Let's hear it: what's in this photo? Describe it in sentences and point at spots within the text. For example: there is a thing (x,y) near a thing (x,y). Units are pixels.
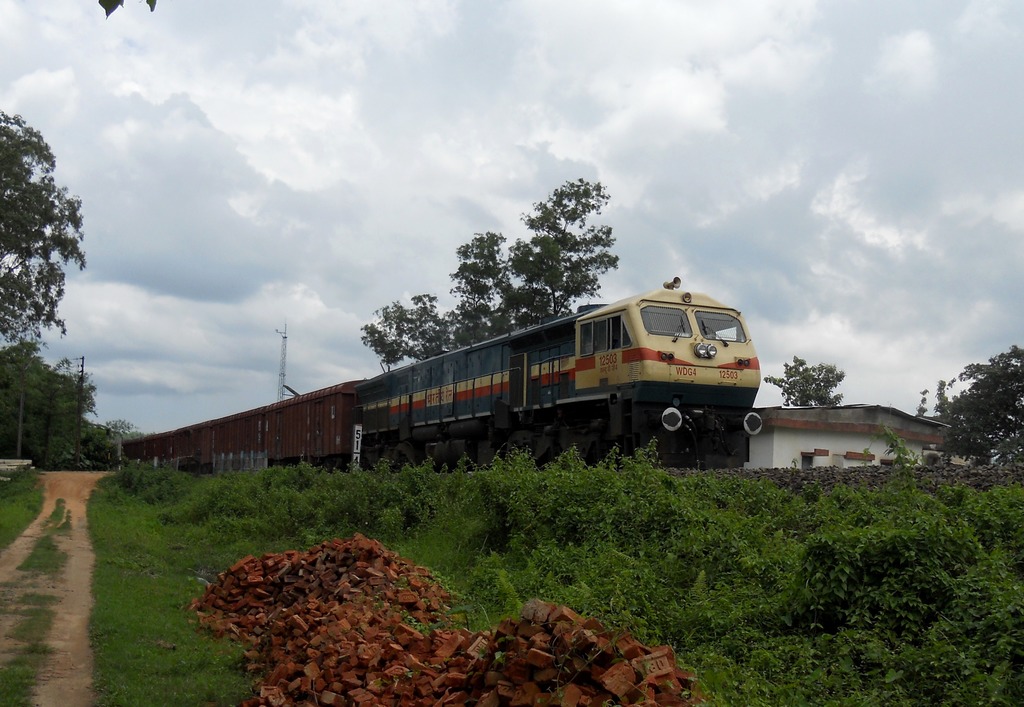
In this picture I can see a house (869,438) and a train (487,341). I can see few trees (1023,406), plants (560,567), couple of poles (81,381), few brick pieces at the bottom (454,680) and a cloudy sky (497,125).
